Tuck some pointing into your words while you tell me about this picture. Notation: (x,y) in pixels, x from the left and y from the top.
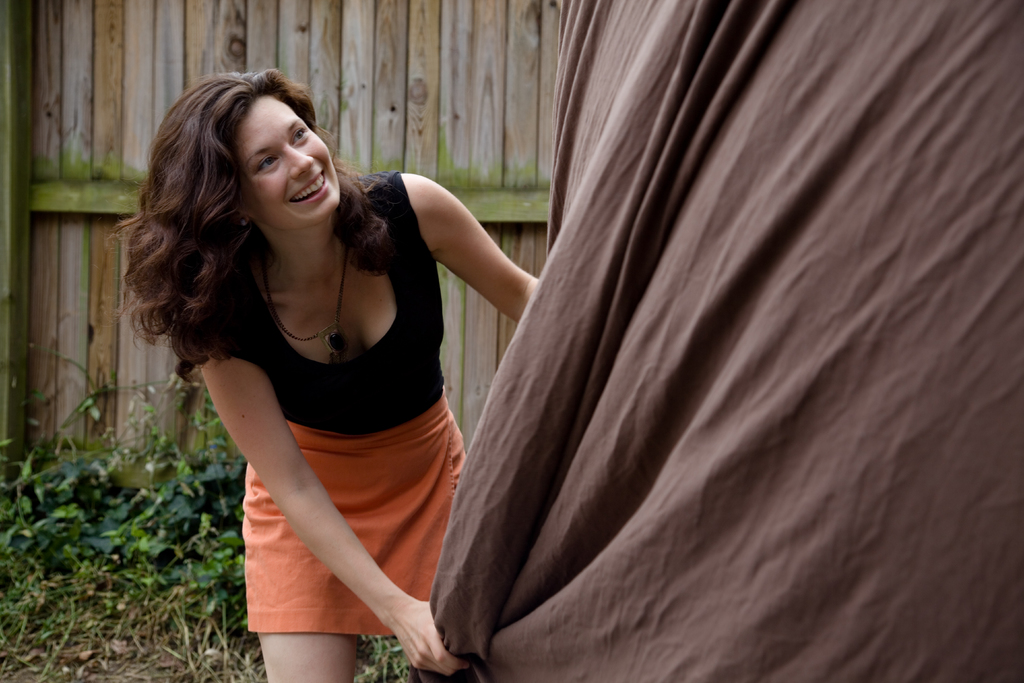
There is a lady (206,92) in the center of the image (497,294). In the background of the image (440,112) there is a wooden wall (219,71). There are plants (101,466).
